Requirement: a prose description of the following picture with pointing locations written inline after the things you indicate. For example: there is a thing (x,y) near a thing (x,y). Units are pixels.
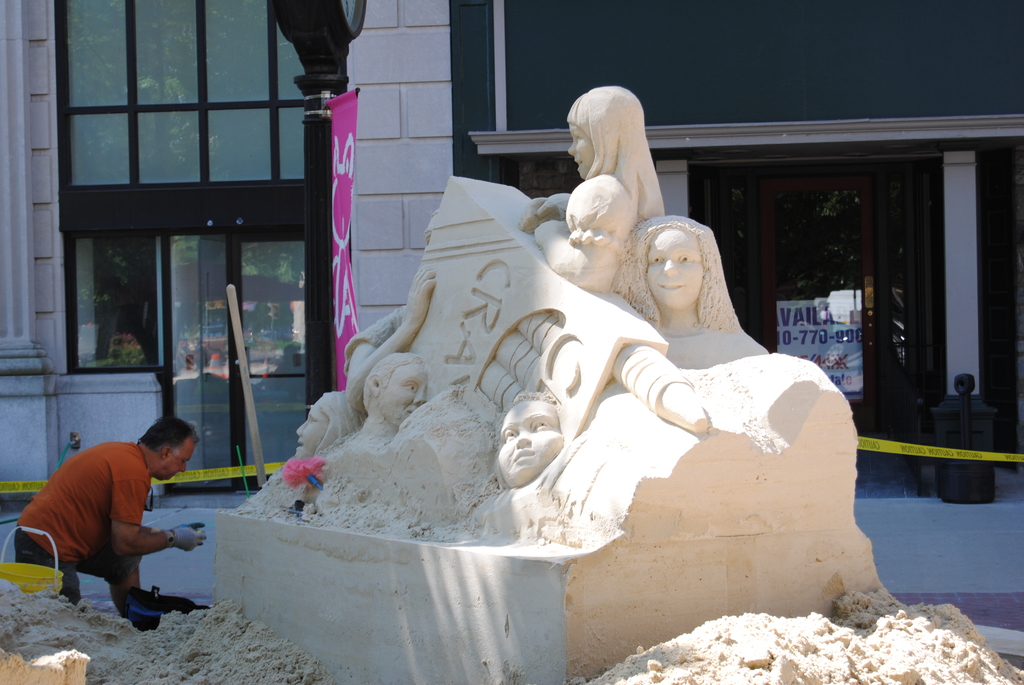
In the picture I can see the statues (653,336) and looks like the statues (581,308) are constructed with sand (628,506). There is a man (126,463) on the left side (140,529) and he is working. There is a bucket (23,584) on the bottom left side of the picture (54,546). I can see the sand (215,647) at the bottom of the picture (214,676). In the background (104,72), I can see the building (127,127) and glass windows (239,90). There is a pole (308,149) and a banner (344,142) on the left side (306,223).
